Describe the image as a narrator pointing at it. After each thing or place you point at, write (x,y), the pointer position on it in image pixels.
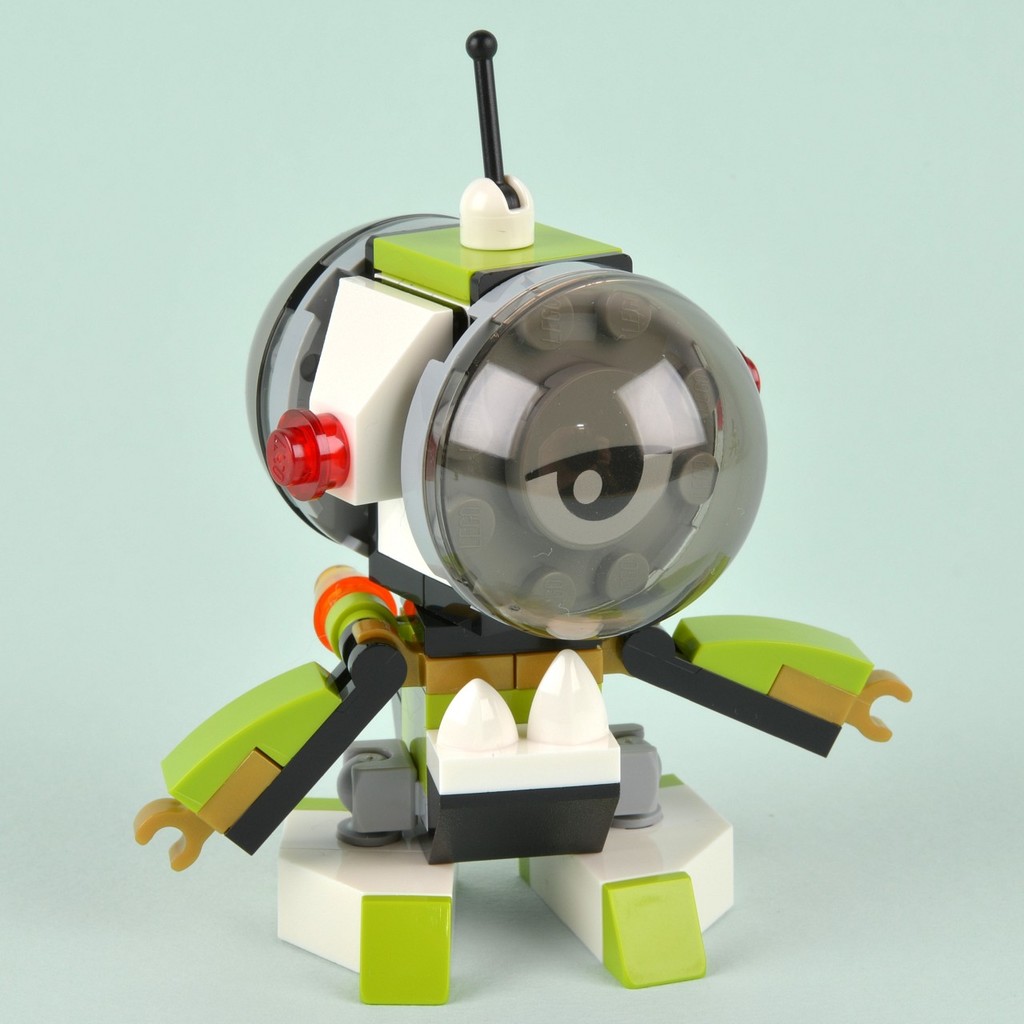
In this image there is a toy (498,729) on the table (127,878).
